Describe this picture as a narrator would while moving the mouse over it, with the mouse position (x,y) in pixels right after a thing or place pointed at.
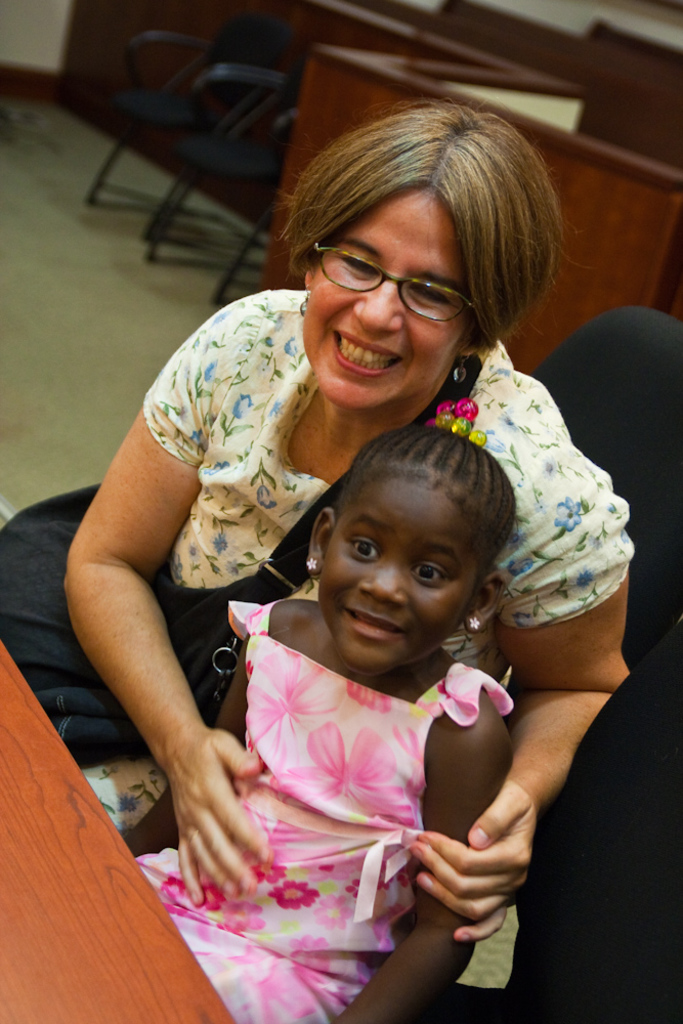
In this image we can see a woman (489,412) and a girl (474,506) are sitting on the chairs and the woman (132,764) is carrying a bag (117,705) on the shoulder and holding the girl (382,743) with her hands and on the left side (96,875) there is a table (152,962). In the background (226,239) there are chairs (287,105) on the floor (221,280) and wooden objects (457,50).
